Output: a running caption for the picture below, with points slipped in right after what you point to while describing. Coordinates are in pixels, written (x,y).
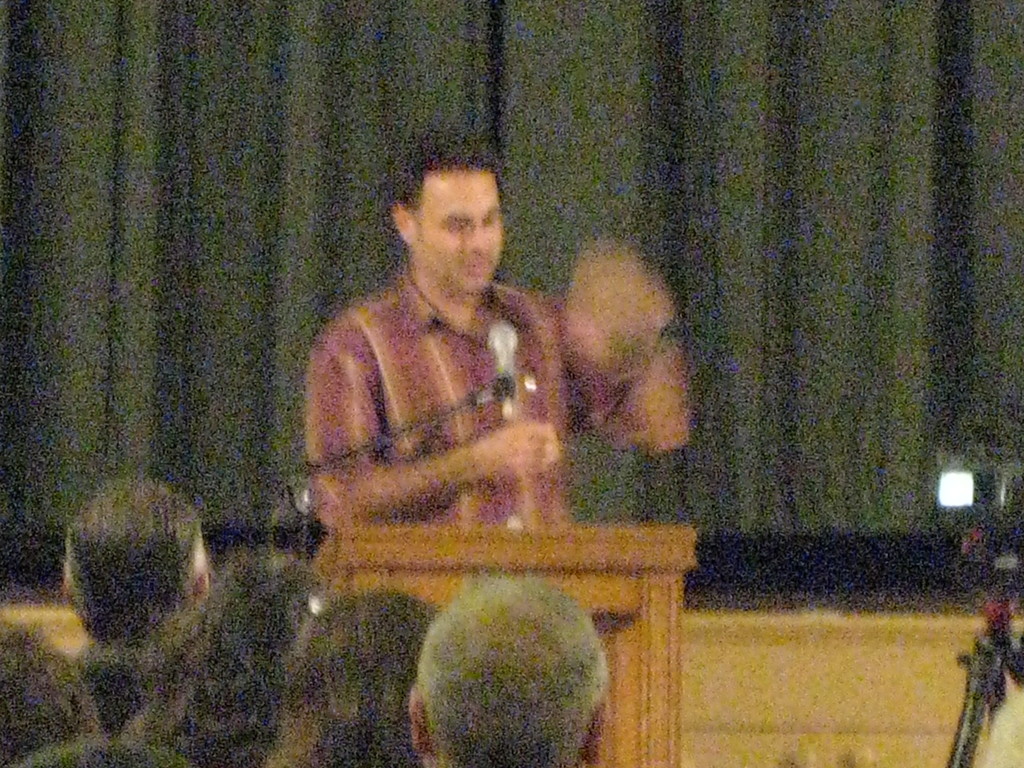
In this image there is a person (448,494) standing behind the podium (425,536). Beside it there is a mike stand (307,495). Left bottom there are few persons (256,676). Right side (991,546) there is a camera (971,549) on the stand (955,754). Background (963,86) there is a curtain (585,227).
